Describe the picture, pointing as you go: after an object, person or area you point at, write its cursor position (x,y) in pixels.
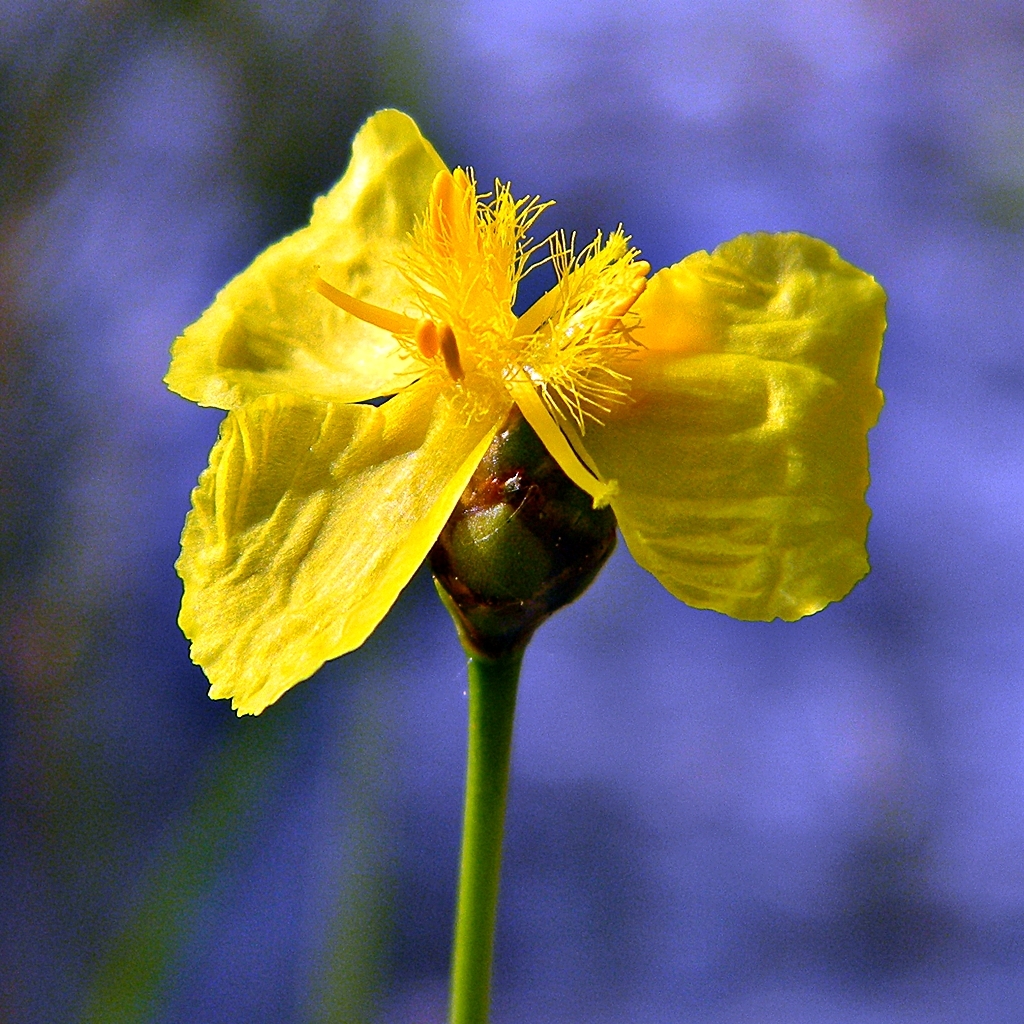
In the picture I can see a yellow color flower (497,623). The background of the image (392,799) is blurred.
